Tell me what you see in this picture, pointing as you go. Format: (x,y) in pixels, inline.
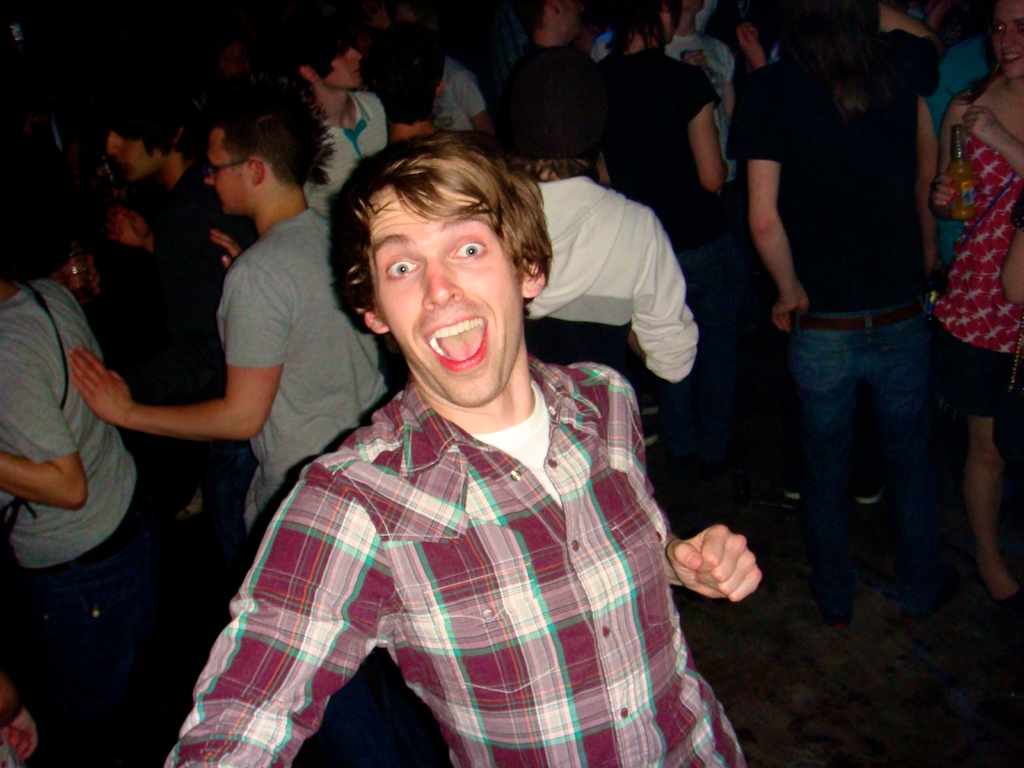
In this image there are people (684,686) standing on the floor (796,691).
